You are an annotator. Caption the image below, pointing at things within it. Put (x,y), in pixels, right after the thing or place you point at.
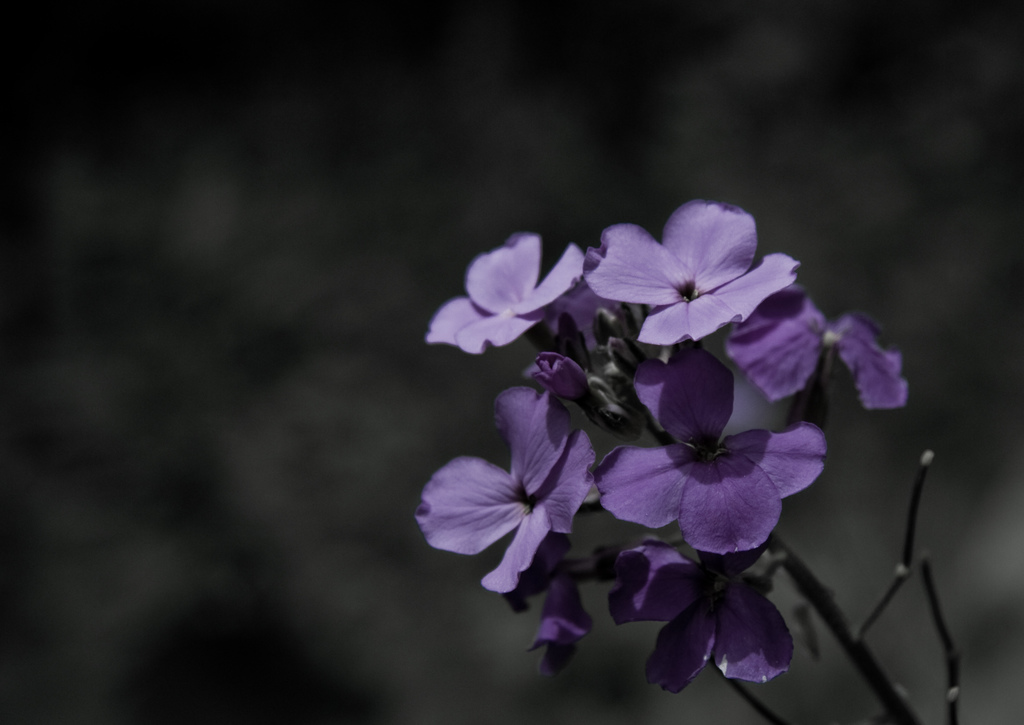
In this image there is a plant (717,584) having few flowers (644,495) to it. Background (186,74) is blurry. Flowers (539,423) are in violet color.
